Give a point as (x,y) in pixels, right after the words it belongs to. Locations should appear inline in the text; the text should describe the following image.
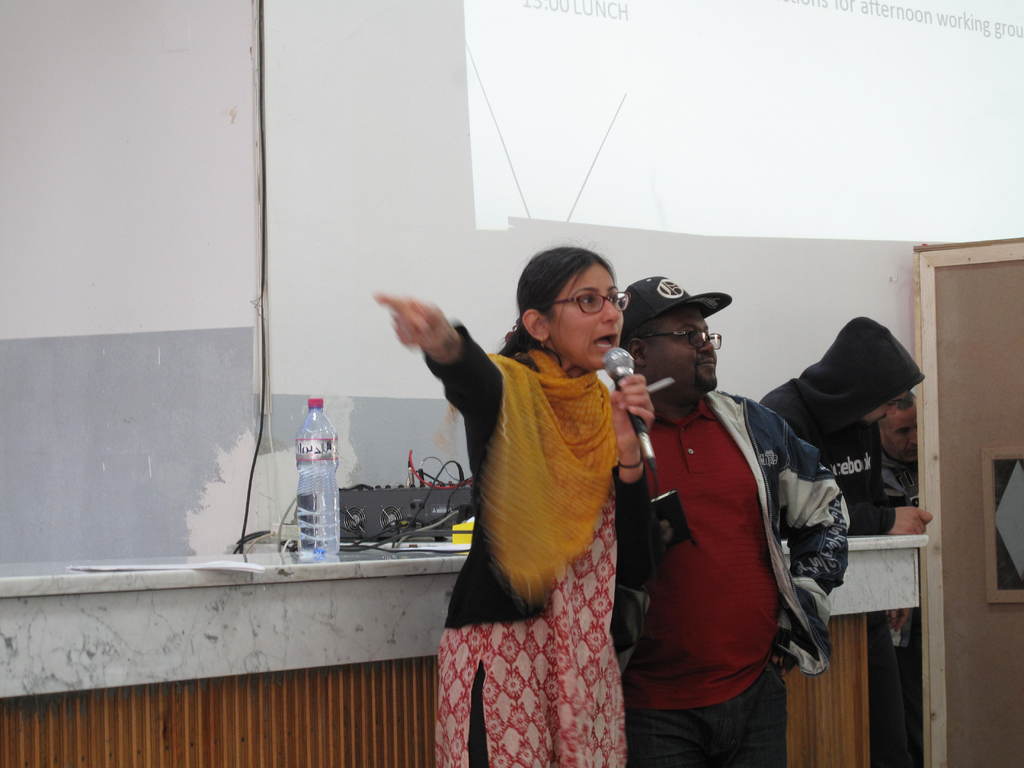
In the foreground of this image (560,557), there is a woman (570,588) standing stretching one of her hand (446,337) and holding a mic (641,429) in another hand (627,438). In the background (713,544), there is a man (713,612) wearing jacket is standing and also there is a desk (217,602) to the wall (347,459) on which a bottle (303,537), an electronic device (419,508) and papers (191,564) are on it and we can also see a wall (154,240), screen (608,53) and a wooden object (927,383) where two men (884,486) are standing.
